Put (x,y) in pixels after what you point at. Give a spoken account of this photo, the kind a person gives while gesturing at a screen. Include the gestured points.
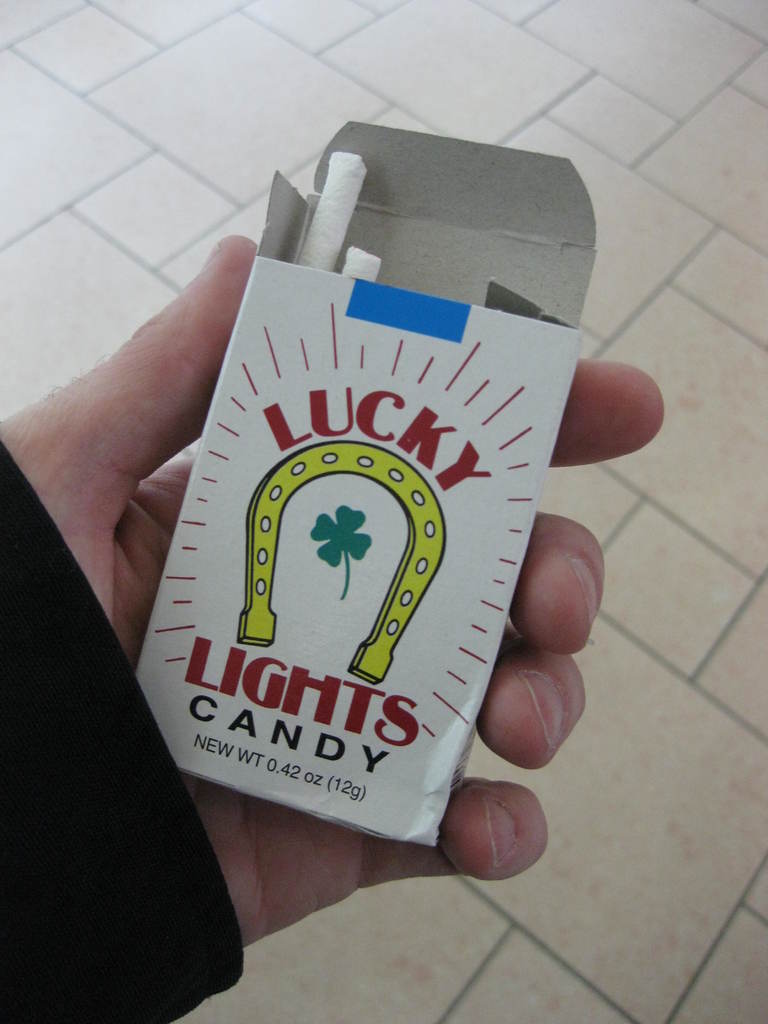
In this image, I can see a person's hand (235,871) holding a cigarette pack (339,553). In the background (168,267), I can see the floor (665,555).
